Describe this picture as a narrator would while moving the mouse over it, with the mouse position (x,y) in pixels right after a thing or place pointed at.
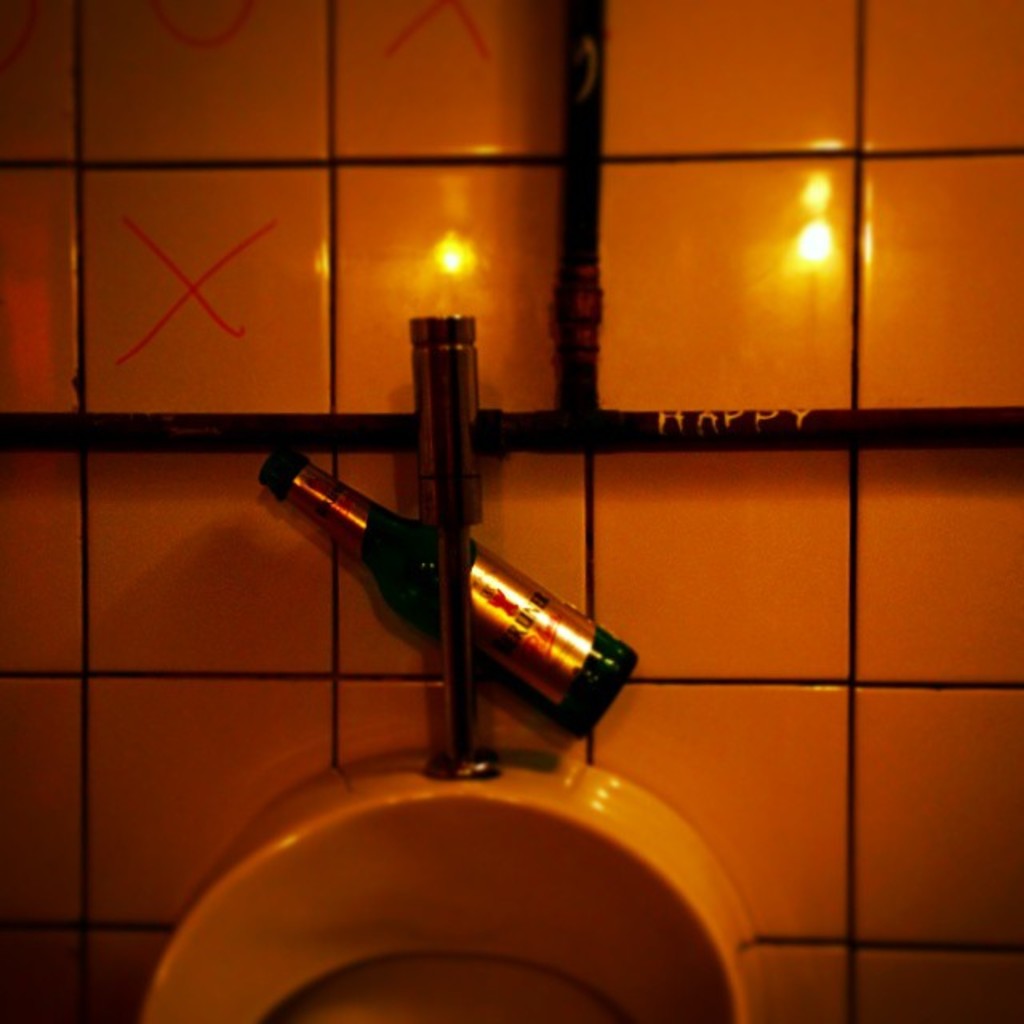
In the background (578,135) we can see the tiles wall (835,361), pipes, marks (161,254) on the tiles (241,465). There is something written on the pipe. In this picture we can see the reflection (467,258) on the tiles (362,140). At the bottom portion of the picture (730,917) we can see the objects (536,834) and a bottle (532,638).
